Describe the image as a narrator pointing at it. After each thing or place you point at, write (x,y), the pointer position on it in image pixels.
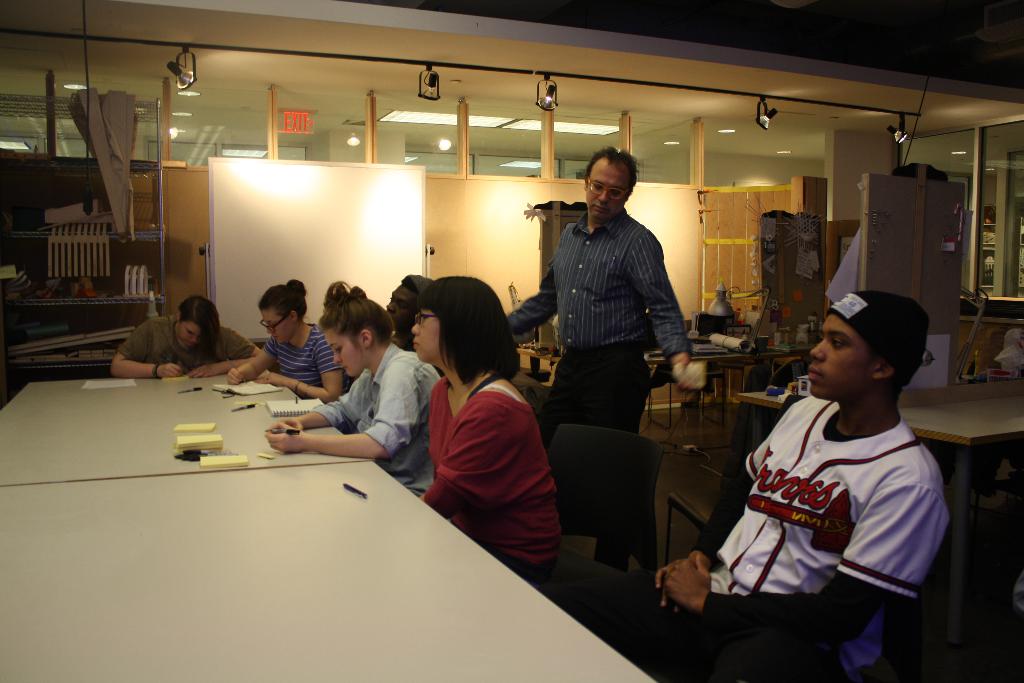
In this image, few peoples (749,541) are sat on the black color chair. In the middle (615,285), person (625,306) is standing. The right side (976,408) and the left side (324,512), there are so many tables (927,413). At the background (311,271), There is a board (321,239) white color. The left side (58,338), There is a shelf (58,299). So many items (62,281) are placed on it. Here there is a exit sign (297,122). And right side (731,248), we can see some wooden boards (842,251) and glass window (980,193). At the roof (590,95), we can see lights (590,128), pipe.
